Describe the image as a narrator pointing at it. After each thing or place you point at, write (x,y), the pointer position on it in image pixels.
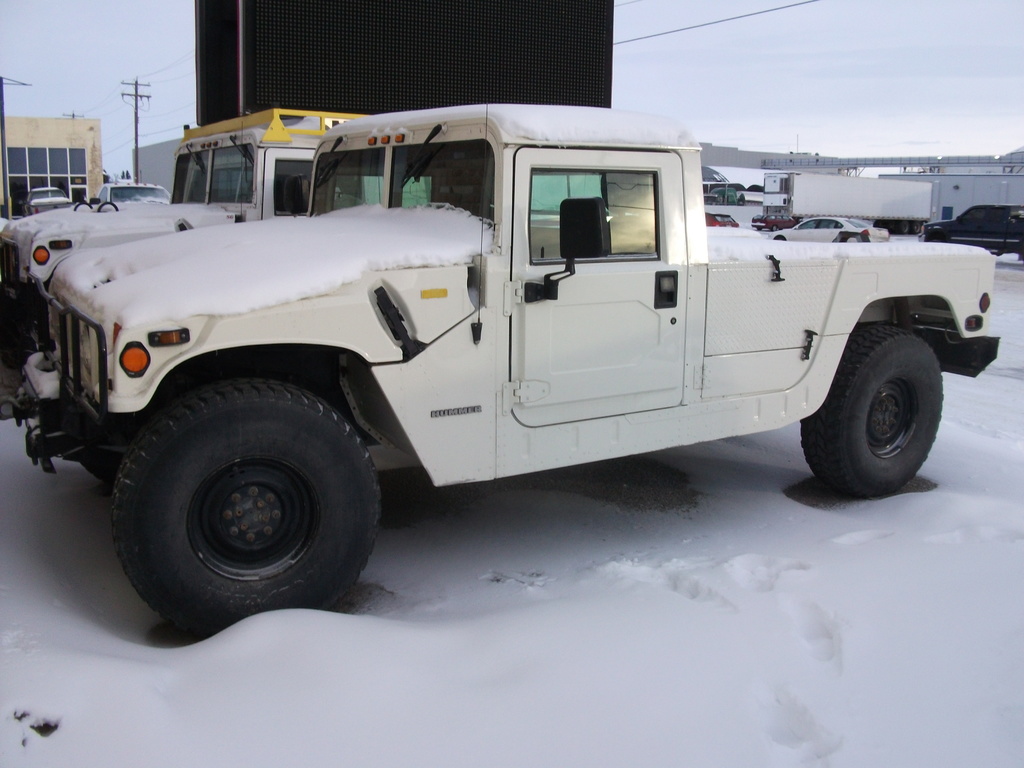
In this image, we can see vehicles (661,192), sheds (52,137), poles (141,100) along with wires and we can see a board (419,61) and a bridge (775,166). At the bottom (371,666), there is snow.
